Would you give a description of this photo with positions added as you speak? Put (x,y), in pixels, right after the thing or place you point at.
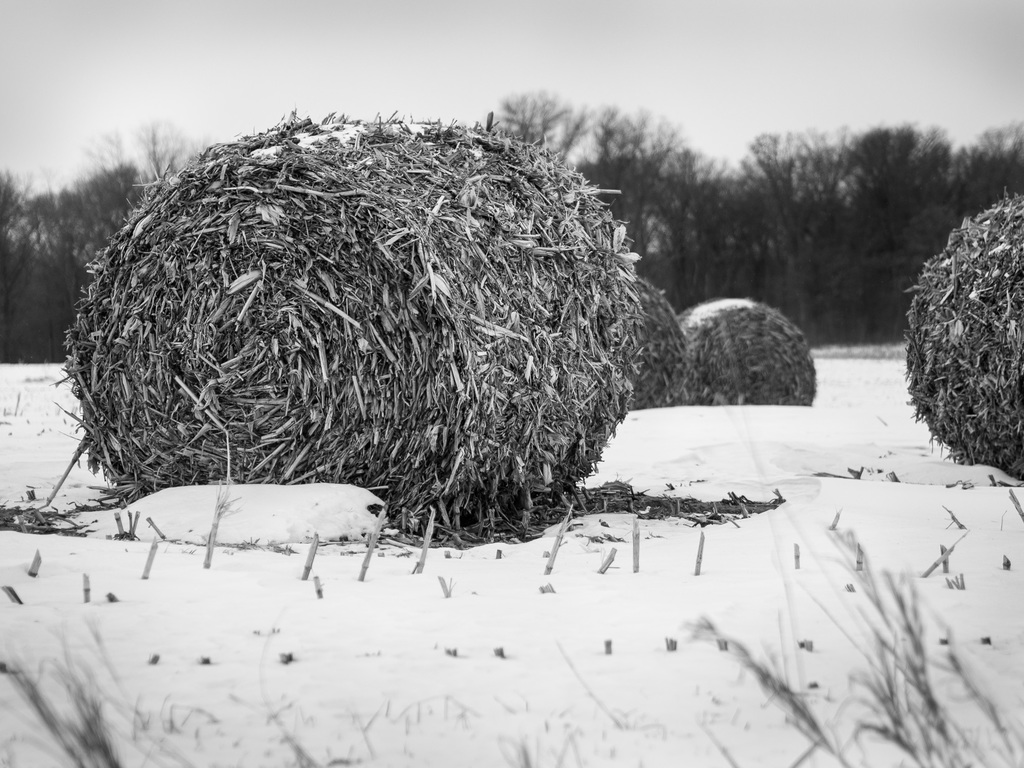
This looks like a black and white image. I can see the dried grass rolls (701,348). In the background (71,263), I can see the trees (822,236). This is the sky (513,60). It looks like the snow (590,564).
